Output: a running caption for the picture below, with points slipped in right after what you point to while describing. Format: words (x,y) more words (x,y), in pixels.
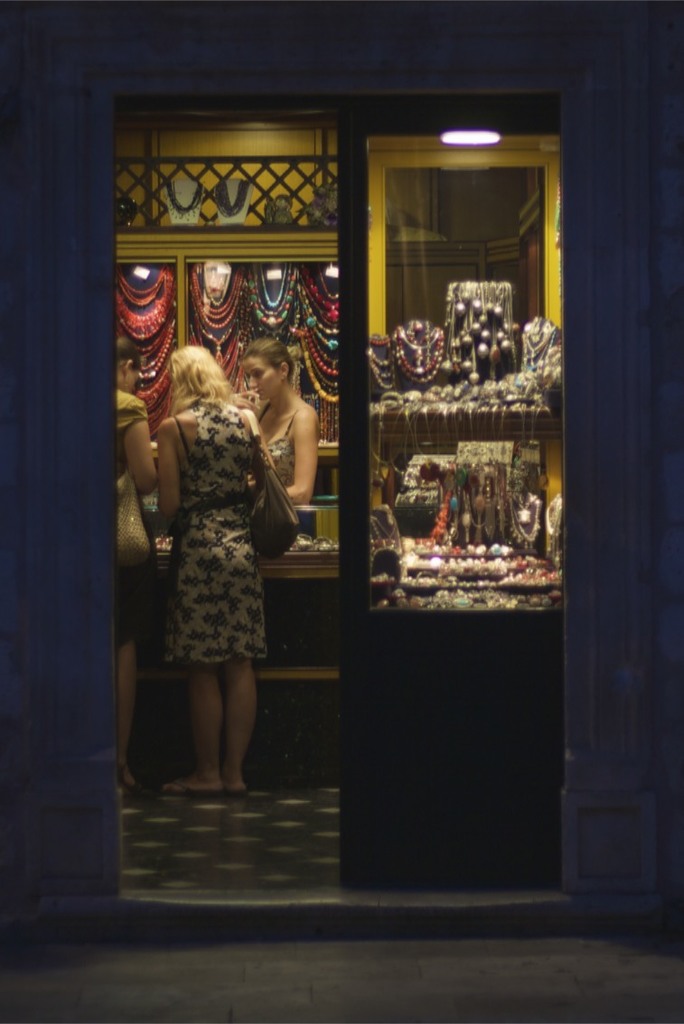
In this image there are group of persons (210,540) standing and there are jewelries (391,397) and there is a light (451,144) hanging on the top (478,144).
